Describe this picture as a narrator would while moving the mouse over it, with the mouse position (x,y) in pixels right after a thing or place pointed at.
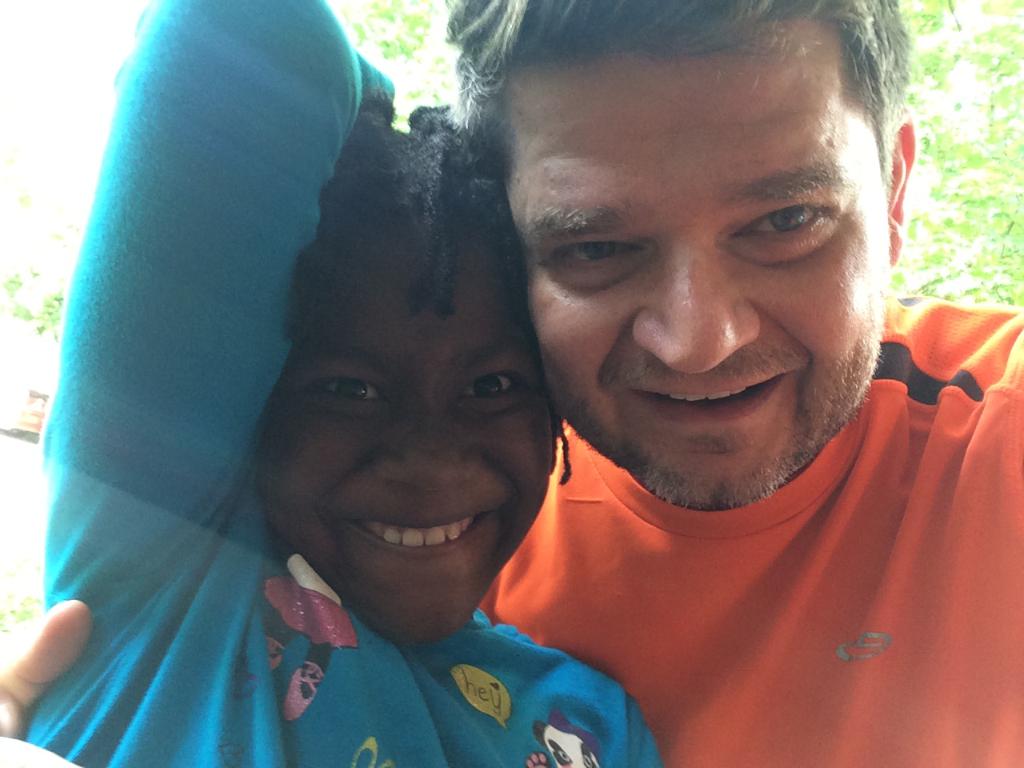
The man (682,430) in orange T-shirt (697,553) and the girl (372,606) in blue T-shirt (288,579) are posing for the photo. Both of them are smiling. In the background (965,204), there are trees (447,103).
